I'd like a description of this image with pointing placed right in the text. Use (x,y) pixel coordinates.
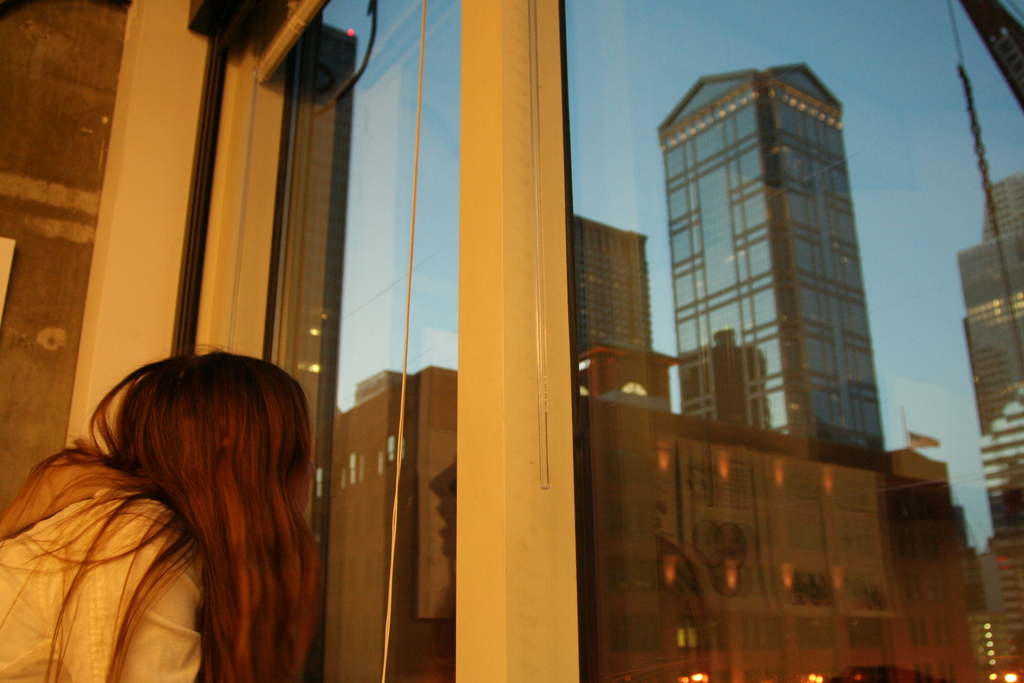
In this picture we can see a person (174,438) at the window (397,12), buildings (328,286), flag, lights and in the background (381,344) we can see the sky (827,42).
